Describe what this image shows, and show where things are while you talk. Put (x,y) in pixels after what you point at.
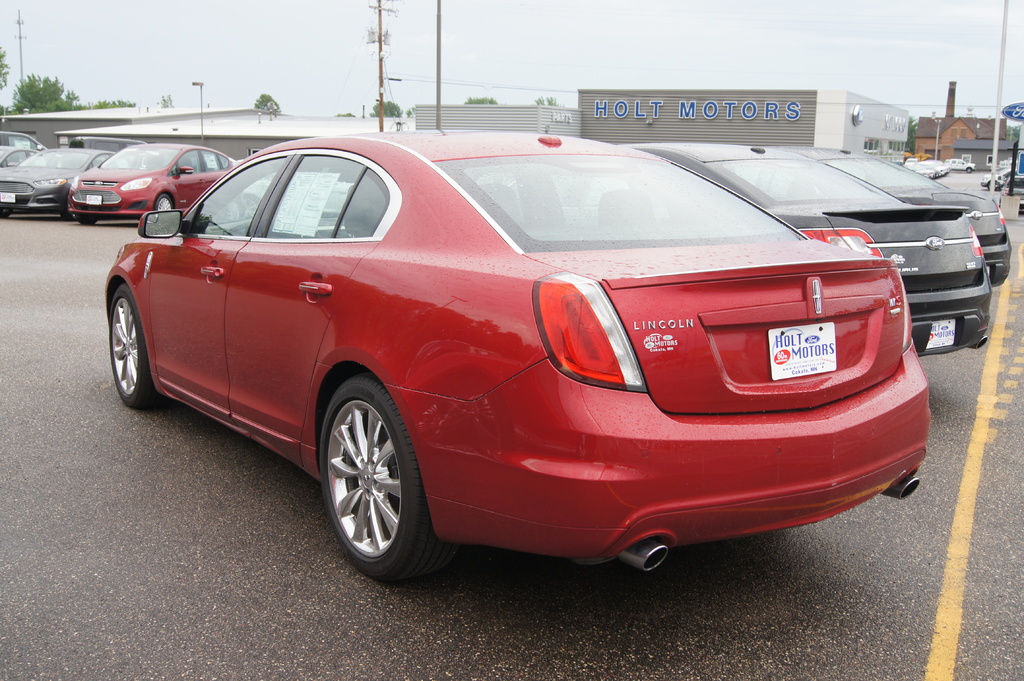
In this image I can see vehicles (368,294) on the road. In the background (326,131) I can see buildings (342,126), trees (345,114), poles (381,125) and other objects (854,113). I can also see the sky (271,60).
